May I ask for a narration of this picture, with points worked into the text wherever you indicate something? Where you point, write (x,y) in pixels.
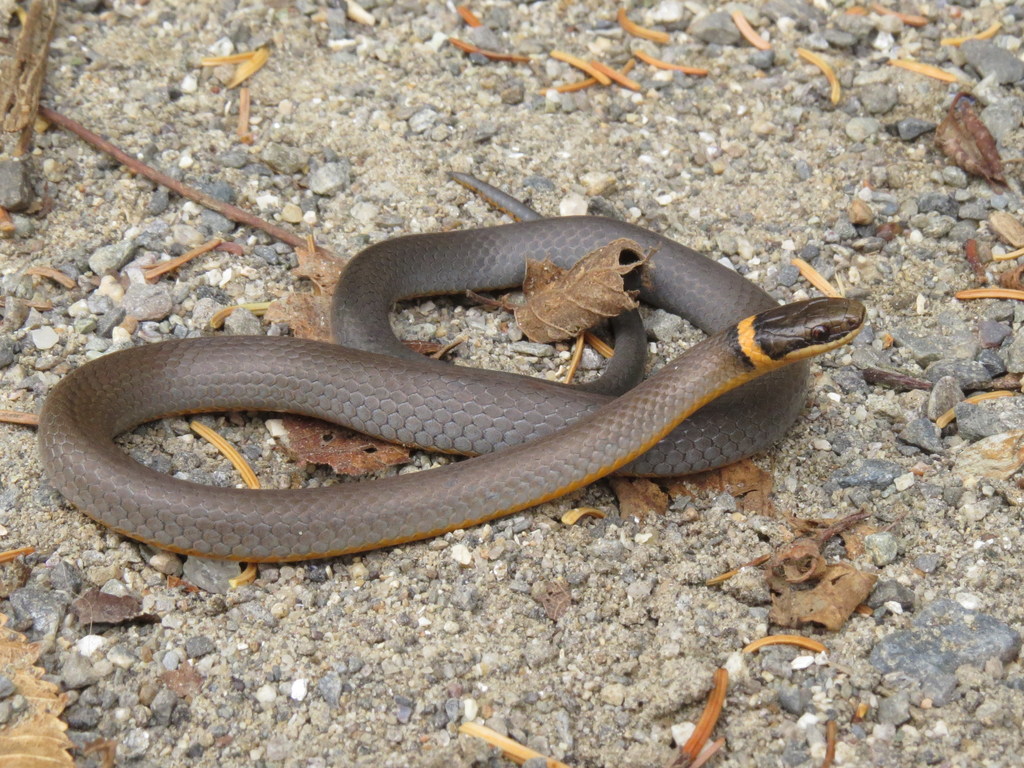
There is a snake (550,415) and some dry leaves (552,304) are present on the land (310,222) as we can see in the middle of this image (536,350).
